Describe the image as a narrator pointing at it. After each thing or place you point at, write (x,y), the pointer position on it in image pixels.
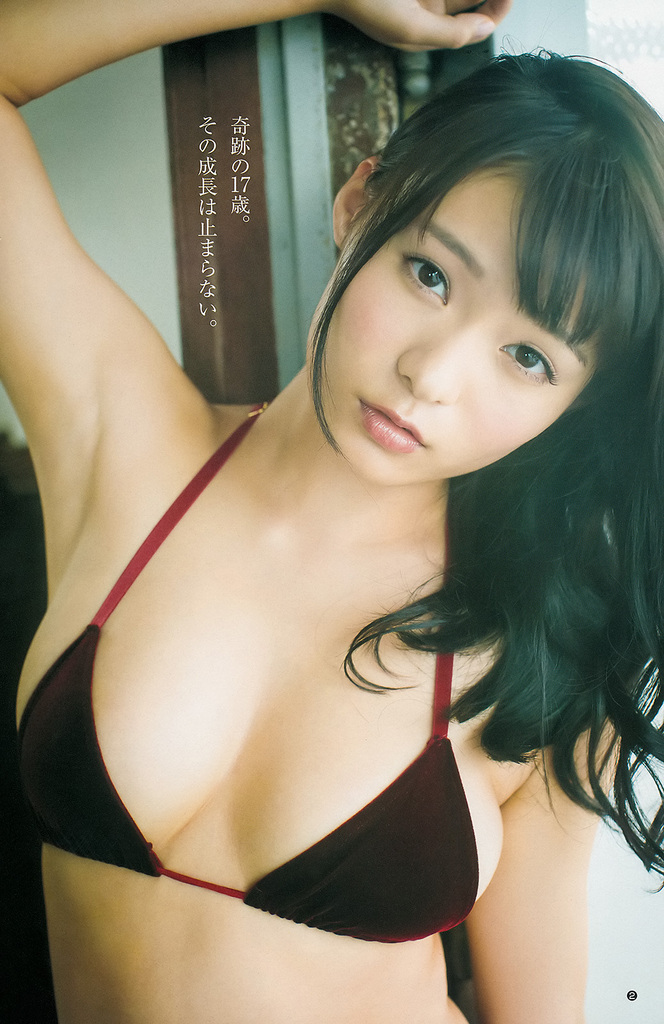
In this image there is a woman (478,618) standing, there is a wall (152,205) behind the woman (312,501), there are objects (227,97) on the wall (571,35), there is text (208,183) on the object (176,206).
